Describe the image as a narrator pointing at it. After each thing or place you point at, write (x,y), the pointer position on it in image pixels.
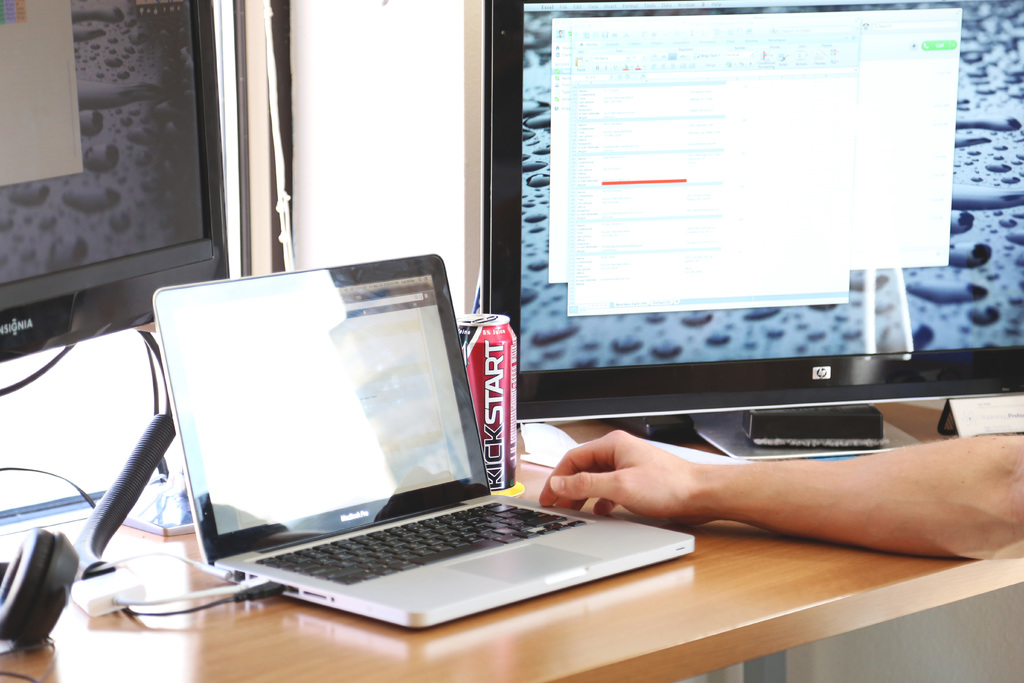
In this image I can see a table (521,629). On the table (474,628) there is a hand (674,459) of person (849,500), laptop (425,456), tin (496,376) and the system (783,298).
